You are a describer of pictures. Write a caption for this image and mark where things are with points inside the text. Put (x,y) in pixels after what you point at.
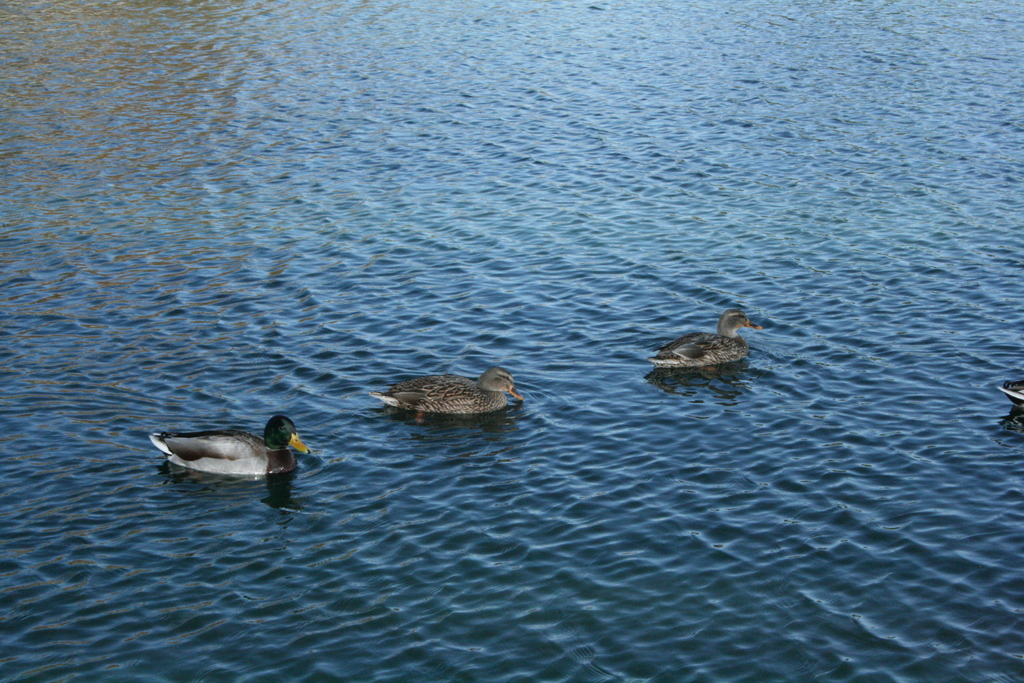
This picture is clicked outside the city. In the foreground (170,500) we can see the ducks (178,464) in the water body (463,454) and we can see the waves (415,140) in the water body (520,315).
